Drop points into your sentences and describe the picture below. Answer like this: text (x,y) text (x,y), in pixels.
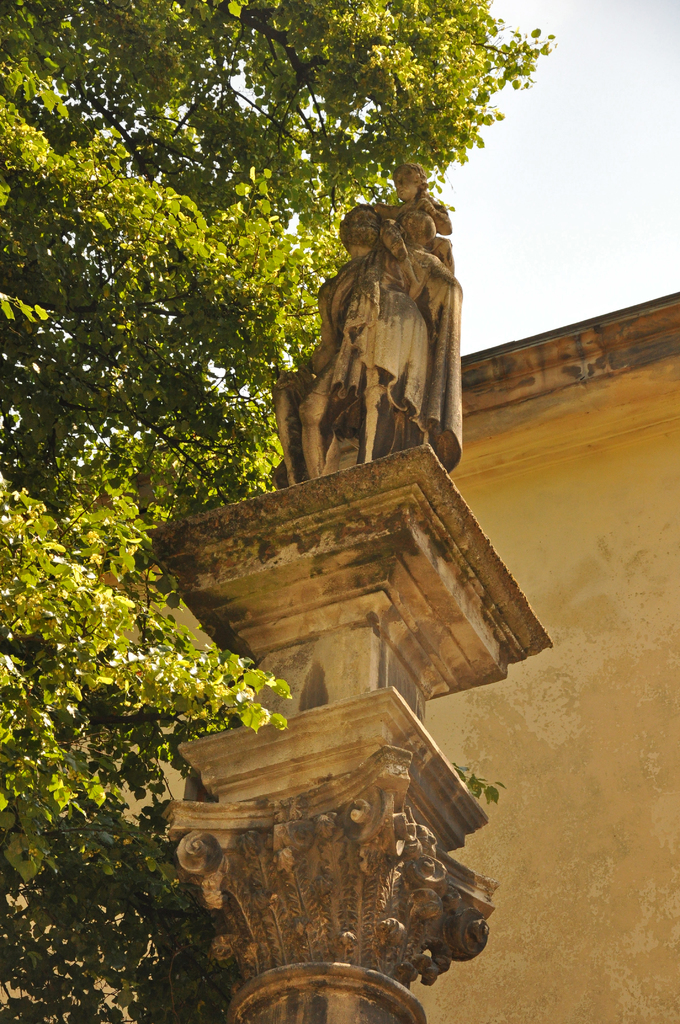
There is a sculpture (384,409), building (510,343) and a tree (99,518).
